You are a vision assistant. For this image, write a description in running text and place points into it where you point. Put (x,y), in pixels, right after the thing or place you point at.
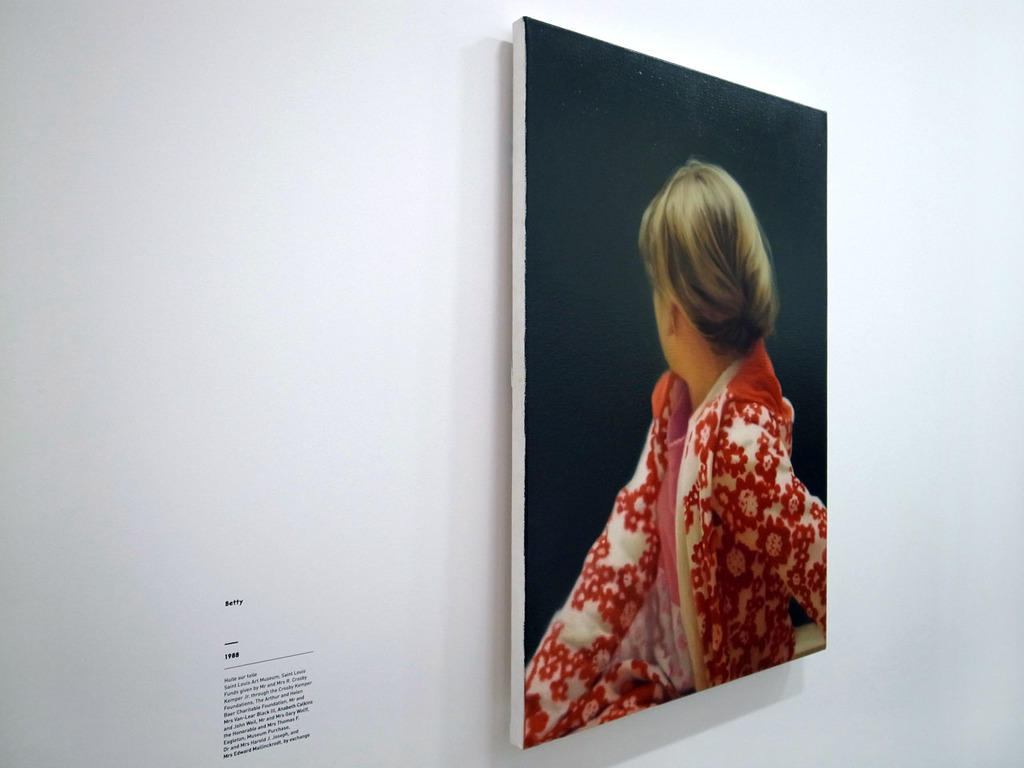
In the image there is a photo (590,254) attached to a wall (442,455) and on the left side (245,701) there is some text (253,688) on the wall (263,671).
